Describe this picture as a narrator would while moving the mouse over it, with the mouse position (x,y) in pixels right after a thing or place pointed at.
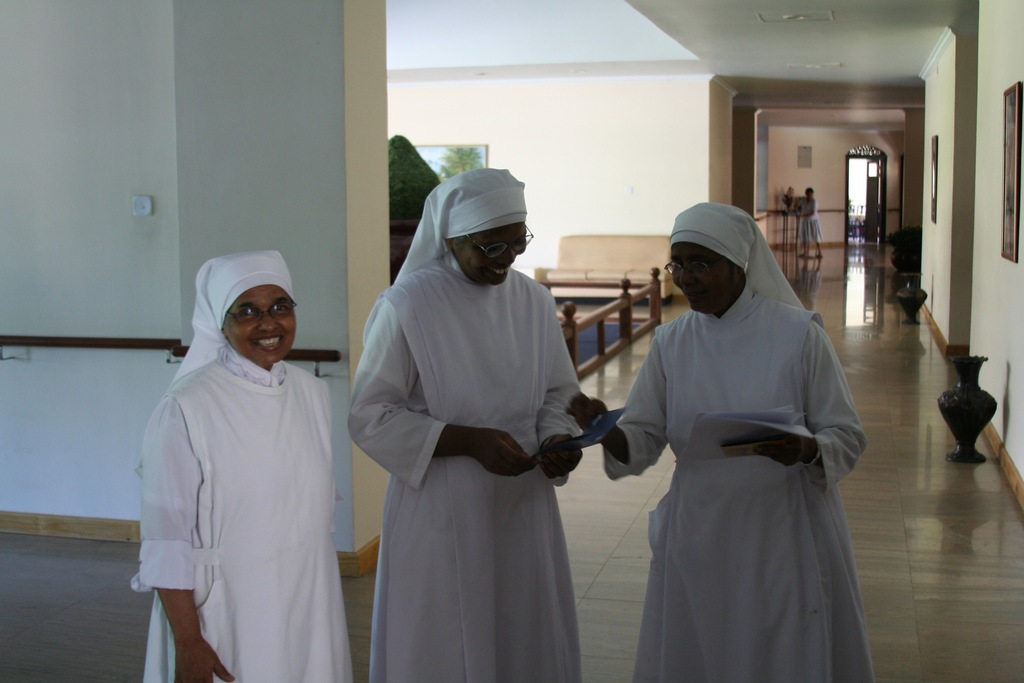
This is an inside view of a building (166,333). Here I can see three women (463,541) are wearing white color dresses (294,489), standing and smiling. The woman (247,382) who is standing on the left side (255,482) is looking at the picture. The other two women (548,314) are holding some papers (734,428) in their hands (583,414). On the right side (935,181) I can see few frames (1015,224) are attached to the wall (957,190) and also there are two flower vases (911,298) on the floor (969,530). In the background (806,224) I can see a person (807,230) standing.
